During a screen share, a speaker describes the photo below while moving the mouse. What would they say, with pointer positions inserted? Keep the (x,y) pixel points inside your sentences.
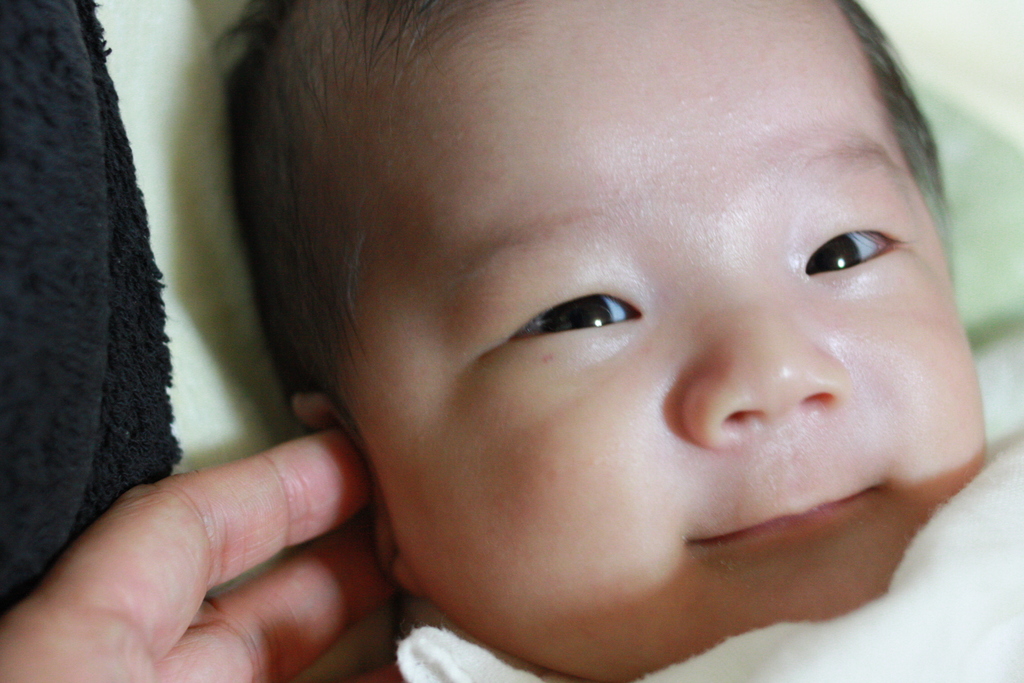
In the picture we can see a face (623,670) of a baby (629,680) and a person hand (99,670) touching the baby ear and behind the baby (836,338) we can see light green color carpet (191,412).
